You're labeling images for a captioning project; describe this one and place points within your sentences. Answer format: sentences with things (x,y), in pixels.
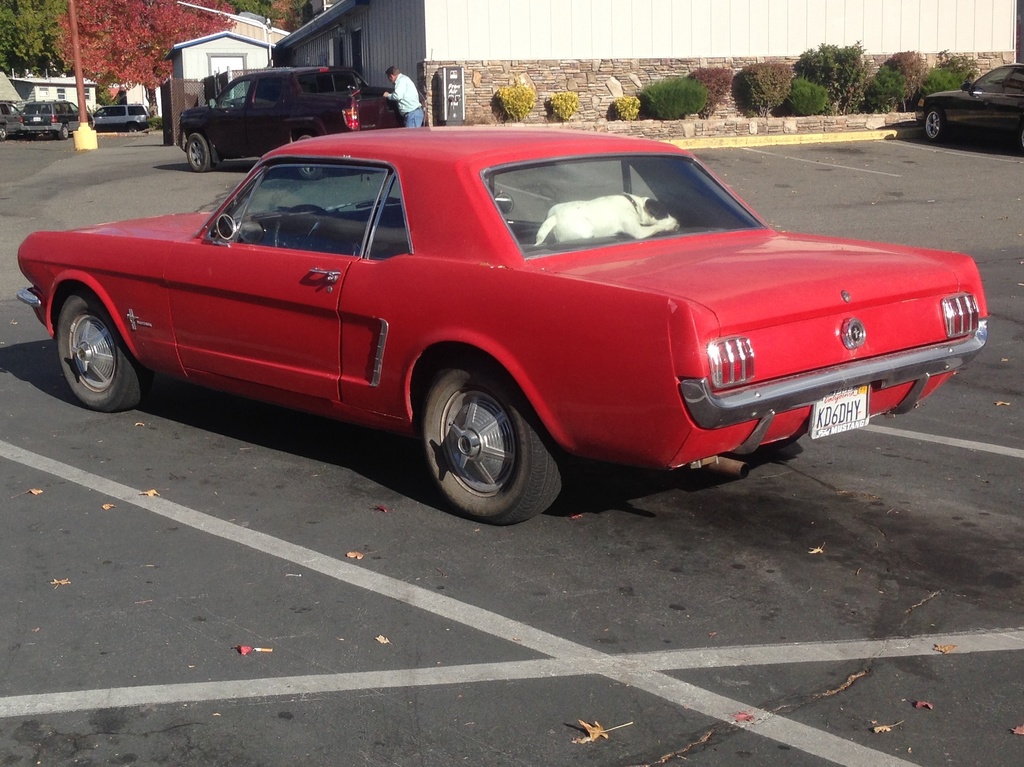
In this image I see a red colored car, which is parked on the road (98,474). In the background (721,20) I see few cars (129,120), few plants (810,112), few houses (567,60), few trees (14,13) and a man (397,91).
